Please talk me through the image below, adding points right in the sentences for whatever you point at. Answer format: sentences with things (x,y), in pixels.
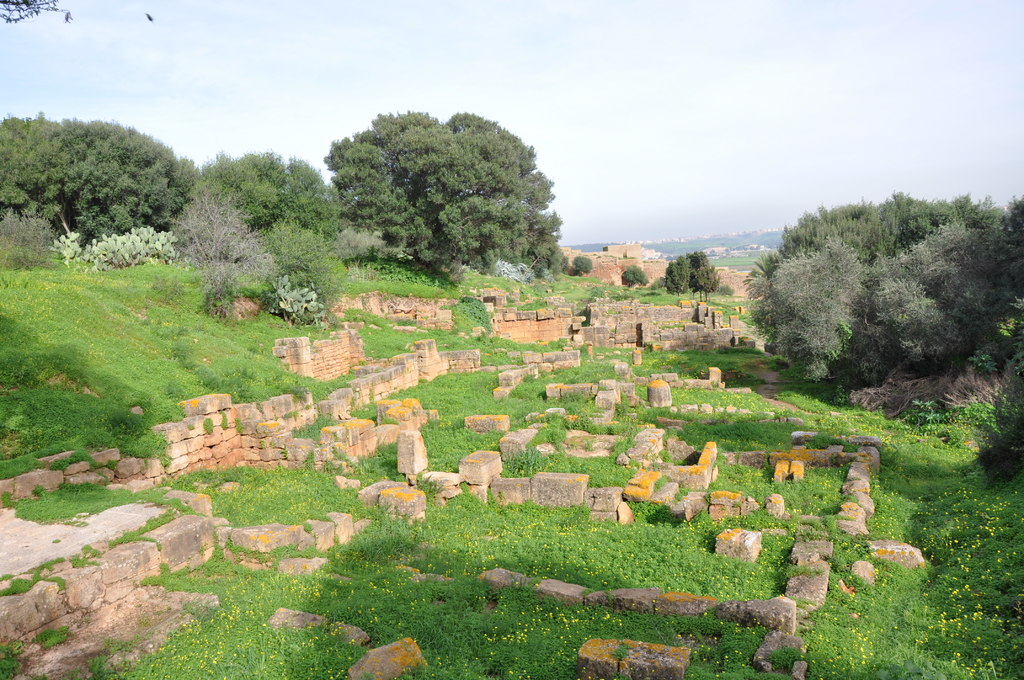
In this picture we can observe some stone walls (385,400). There is some grass (462,518) on the ground (437,417). There are trees (302,204). In the background (836,147) there is a sky (434,94).
